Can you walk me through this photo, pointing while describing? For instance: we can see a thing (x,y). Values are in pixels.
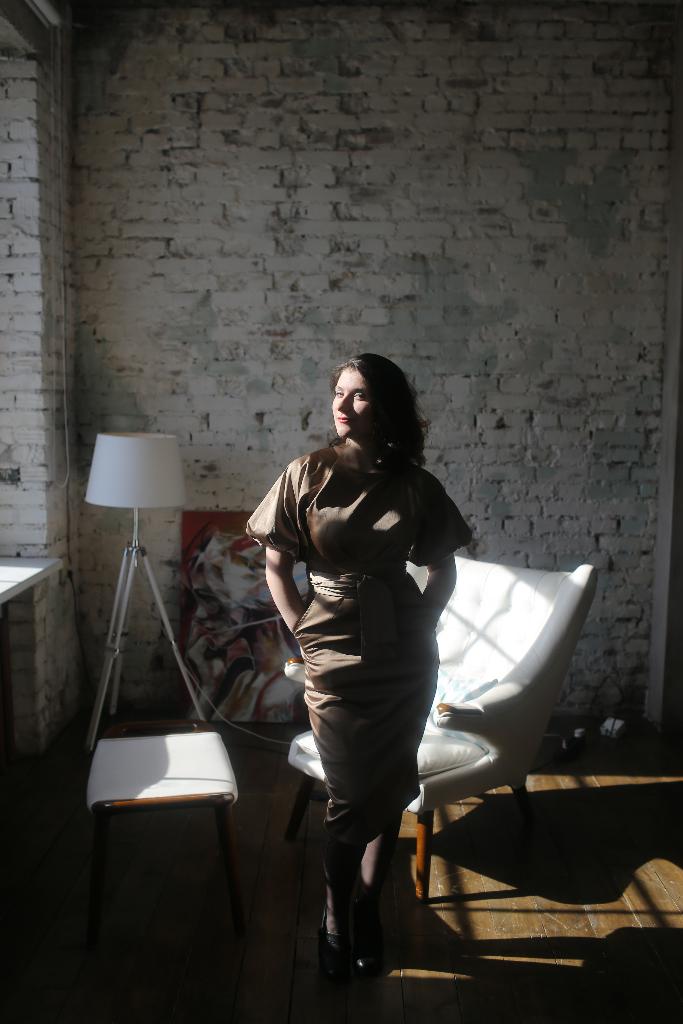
In this image we can see a woman (308,614) standing on the floor (401,945). In the background (200,805) we can see a stool (191,750), chair (514,636), lamp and a painting (239,570). There is also a wall (453,161) visible in this image.
